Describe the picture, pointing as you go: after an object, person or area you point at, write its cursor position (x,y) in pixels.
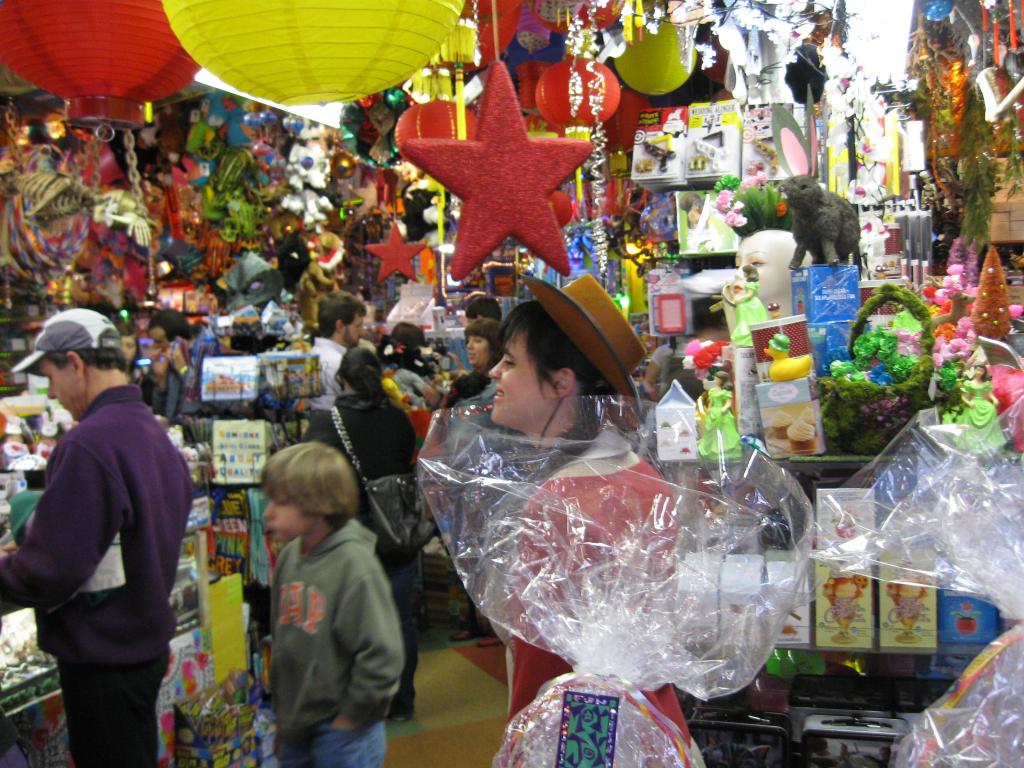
In this image we can see there is a stall (856,462), there are so many toys (12,166) and other objects (112,177) are arranged, there are a few balloons (318,18) and stars (510,150) are hanging, in between them there are so many people (471,387) standing and looking at the items (222,307) which are arranged in the stall (690,267).
